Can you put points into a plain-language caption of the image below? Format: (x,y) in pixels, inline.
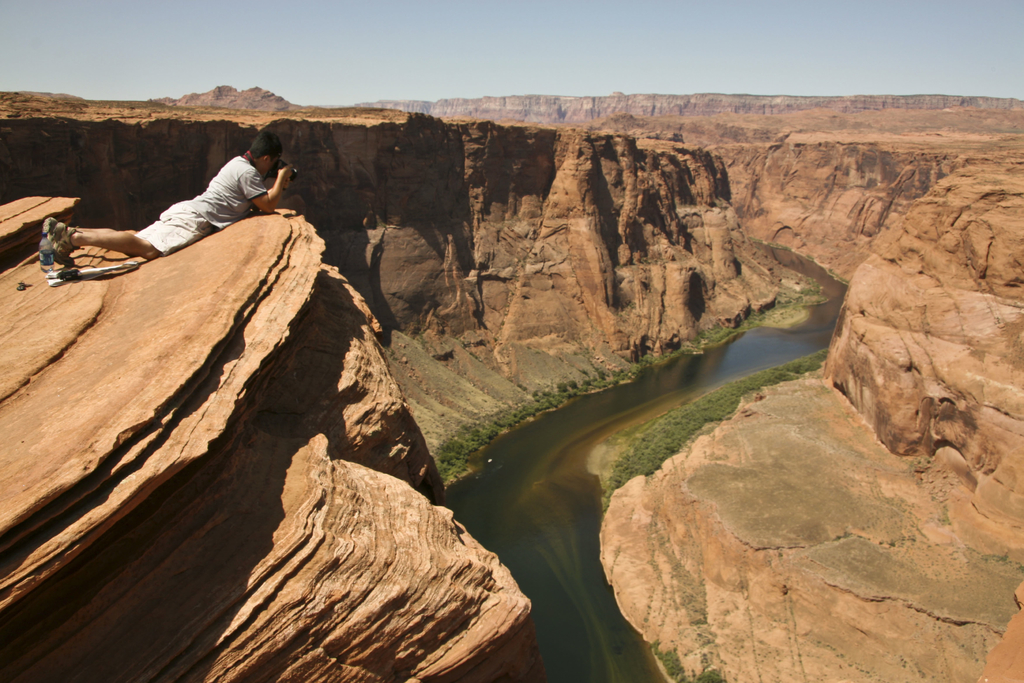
In this image we can see the mountains (499,336) around the river (542,415). We can also see some plants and a person (178,226) lying down taking the picture in a camera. On the backside (449,69) we can see the sky (544,58) which looks clear.
